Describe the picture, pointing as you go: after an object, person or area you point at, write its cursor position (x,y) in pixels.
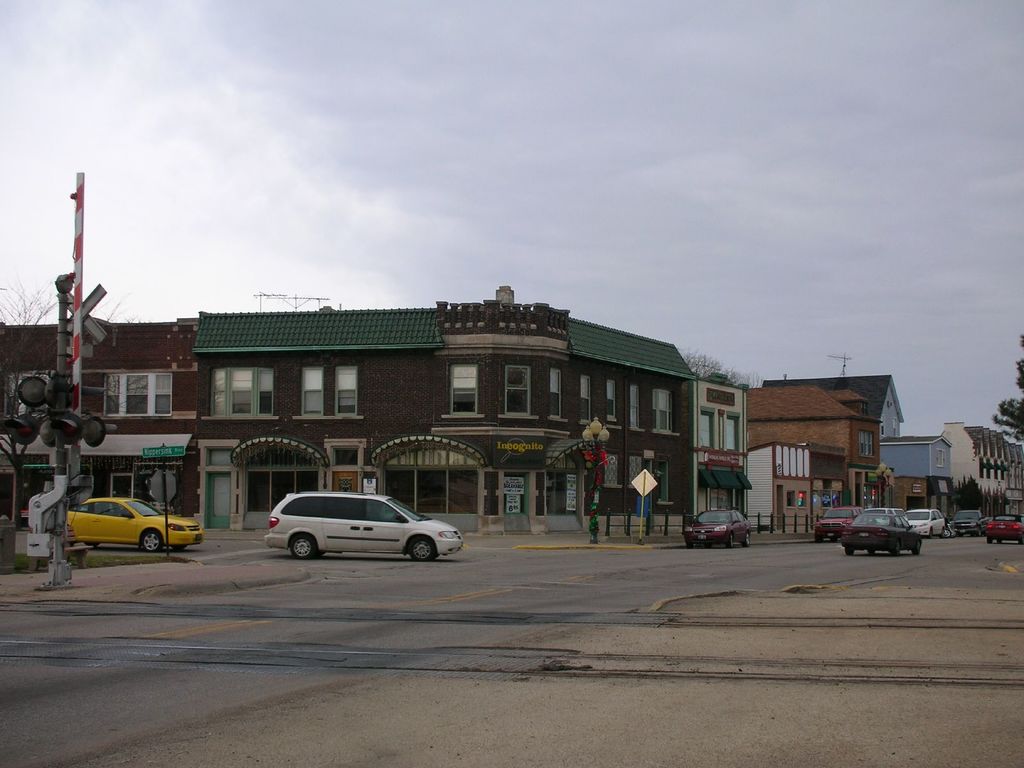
These are the cars (913,511) on the road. I can see the buildings (616,422) with windows (143,403). I think these are the traffic lights (70,414), which are attached to the pole (57,522). This looks like a signboard (640,486), which is attached to the pole (641,505). On the right corner of the image (1022,429), I can see a tree (1020,416).
